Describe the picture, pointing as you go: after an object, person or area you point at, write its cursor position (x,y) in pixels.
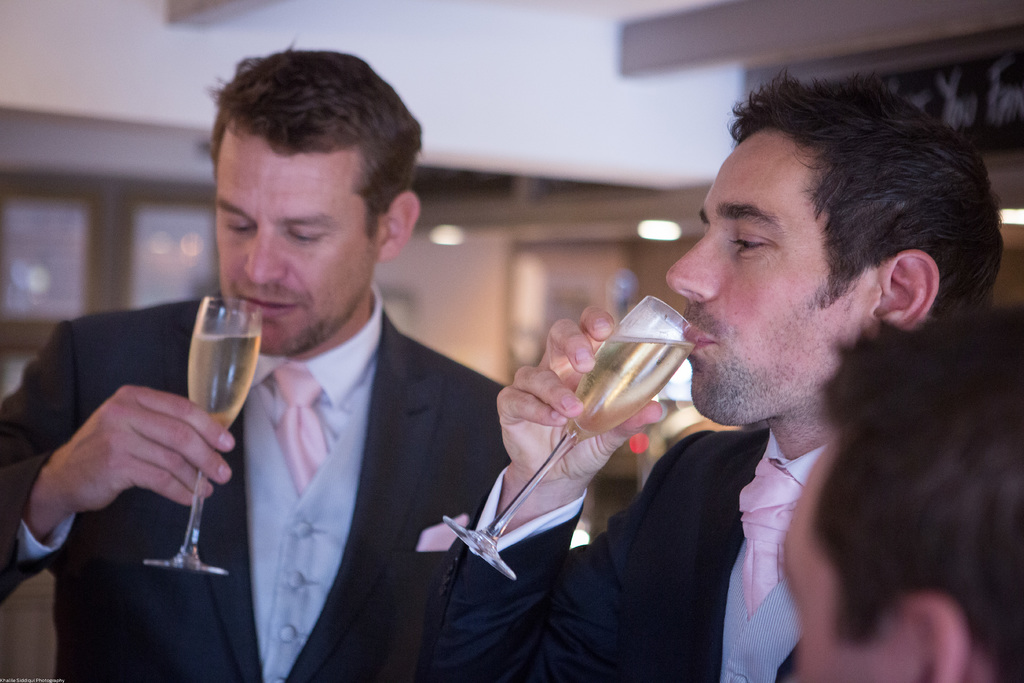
The two persons (485,476) standing and drinking a glass of wine (246,388) and there is other person (925,546) in the right corner (937,578).
